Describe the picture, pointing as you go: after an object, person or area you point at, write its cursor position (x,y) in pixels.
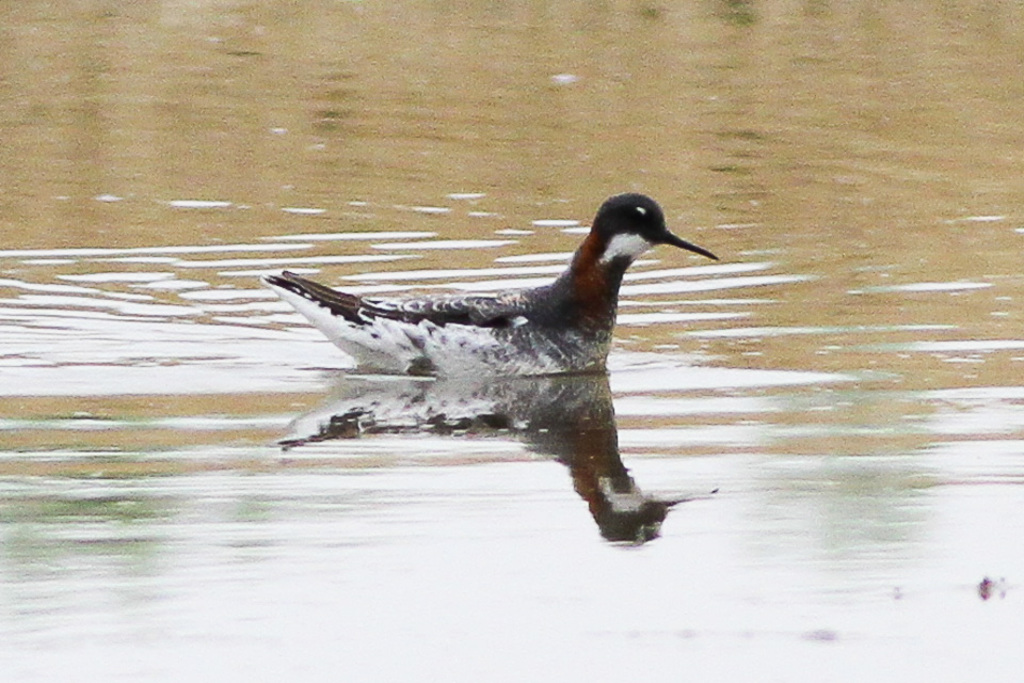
In the image we can see a bird (450,347), white, black and brown in color and the bird (558,317) is in the water (559,269).
